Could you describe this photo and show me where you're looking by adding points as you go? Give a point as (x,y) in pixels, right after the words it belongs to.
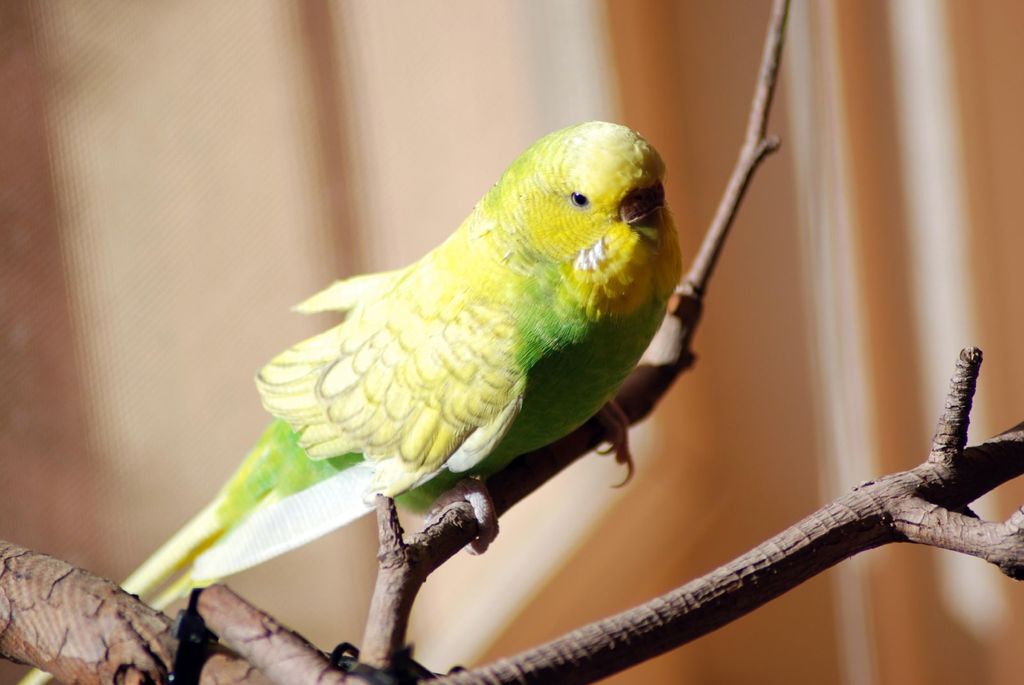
In this image, we can see a bird (498,415) on the stick (506,468). In the background (471,139), image is blurred.
